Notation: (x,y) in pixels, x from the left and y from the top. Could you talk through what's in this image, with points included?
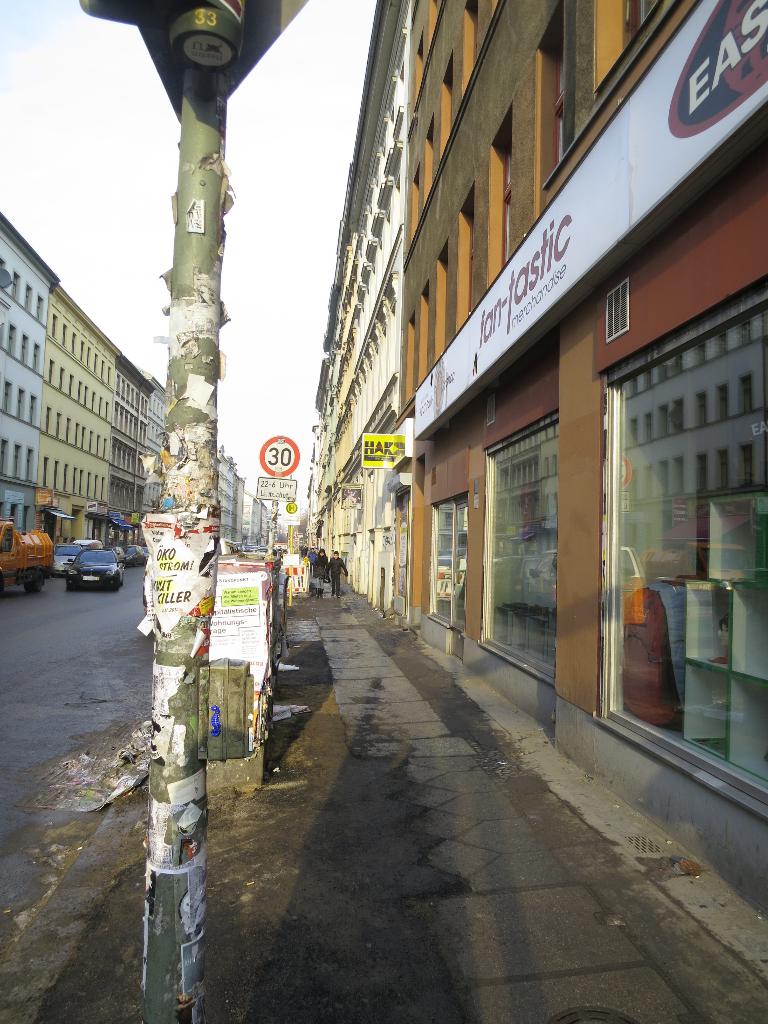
In this picture we can see buildings (642,548). Here we can see many cars (87,572) in the road (96,611). Here we can see street light (215,44), pole (200,669), poster (258,594), dustbin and sign board (279,482). Here we can see group of persons (318,568) walking on the street (338,607). On the top (89,186) we can see sky (91,133) and clouds (69,104).
